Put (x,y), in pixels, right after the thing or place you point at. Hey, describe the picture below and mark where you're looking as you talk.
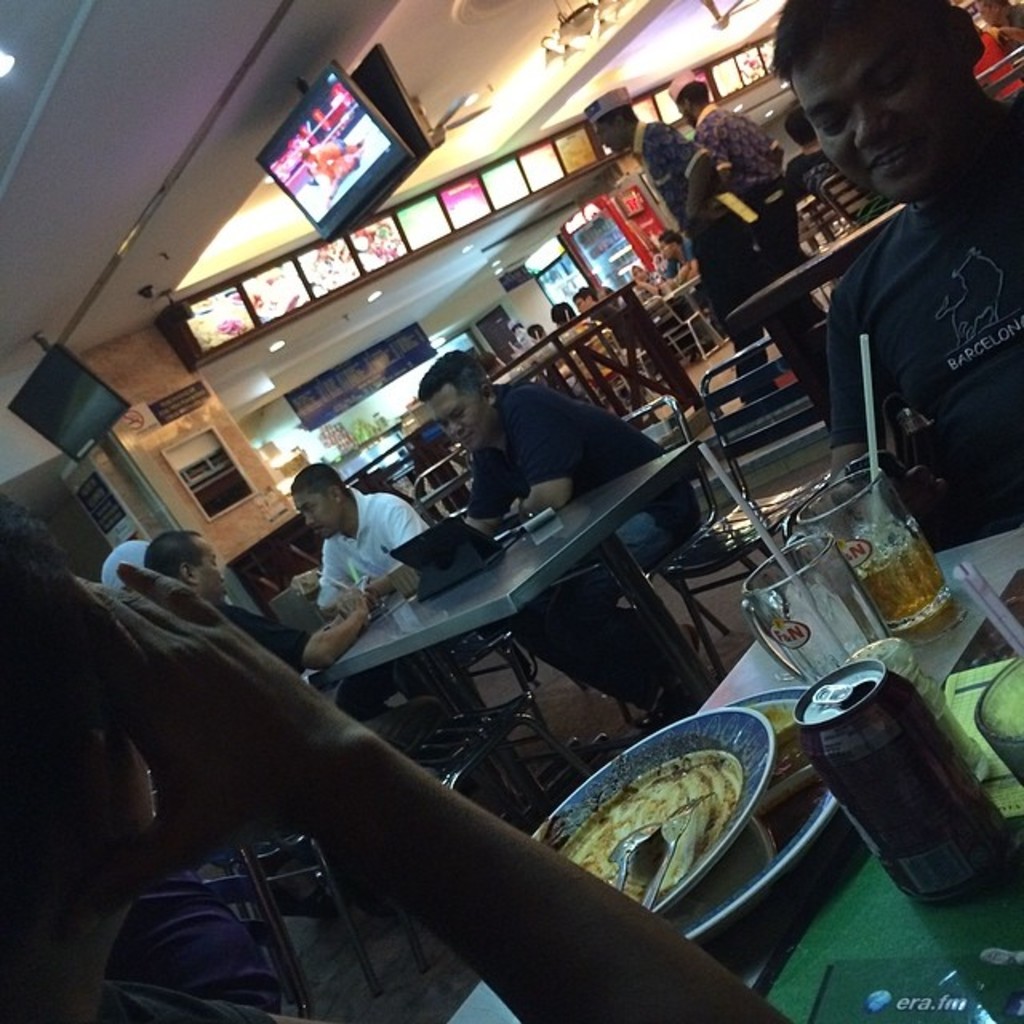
In this image there are few persons (913,38) visible in front of table (468,588) and there are some chairs (665,303) visible in front of table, on the table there is a plate (682,792), coke tin (875,661) glasses (778,560) and straws (707,451) visible, on the left side (96,237) at the top (537,7) there is a roof (246,166), on the roof (666,25) there are some fans (447,128), lights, visible.
